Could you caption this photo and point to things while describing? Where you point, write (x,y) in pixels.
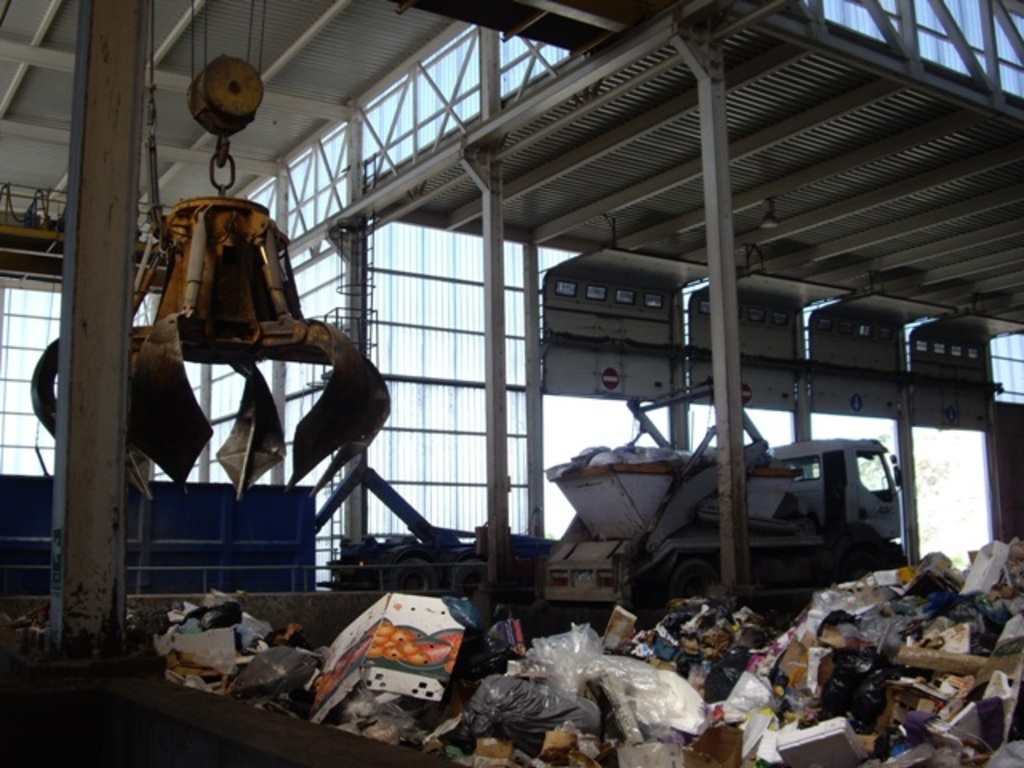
In this image in the front (601,696) there is waste material (742,722). In the center (596,508) there are vehicles (456,560) and on the top (217,255) there is a collecting tool (215,280) hanging and there is a pole (100,338). In the background (571,370) there are doors (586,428) and on the top (689,176) there is a tin shade (700,176).
